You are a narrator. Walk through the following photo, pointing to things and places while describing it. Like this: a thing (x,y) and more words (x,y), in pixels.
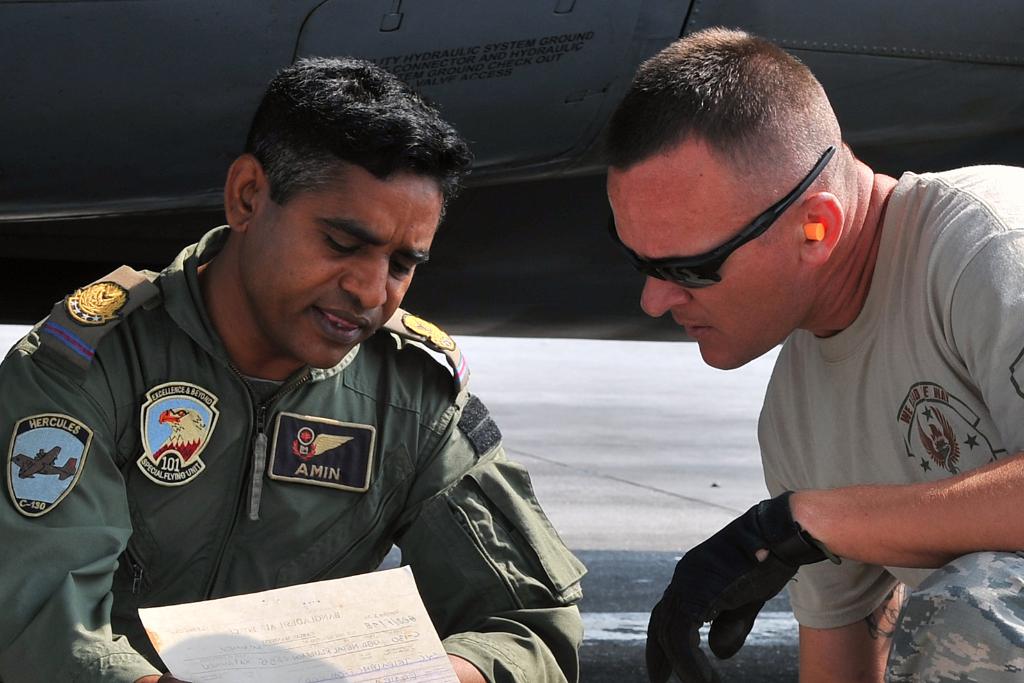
On the left side (212,353), there is a person (177,343) in a uniform (177,343), holding a document (432,640) and speaking. On the right side (986,235), there is a person (978,218) in a gray color T-Shirt (817,464), wearing sunglasses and black color glove (707,559) and watching a paper (287,616). In the background (545,60), there is a vehicle (454,26) and there is a road (662,404).
